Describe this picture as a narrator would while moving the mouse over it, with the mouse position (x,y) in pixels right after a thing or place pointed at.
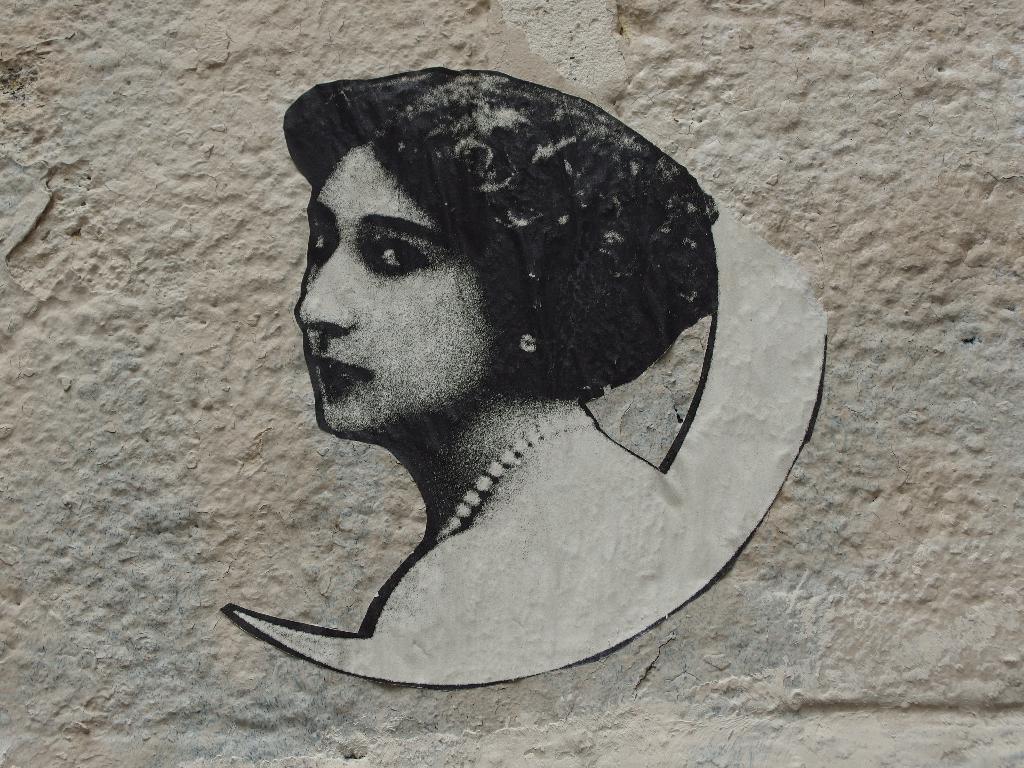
In this picture there is a woman photo (622,151), which is placed on the wall (1,488).
